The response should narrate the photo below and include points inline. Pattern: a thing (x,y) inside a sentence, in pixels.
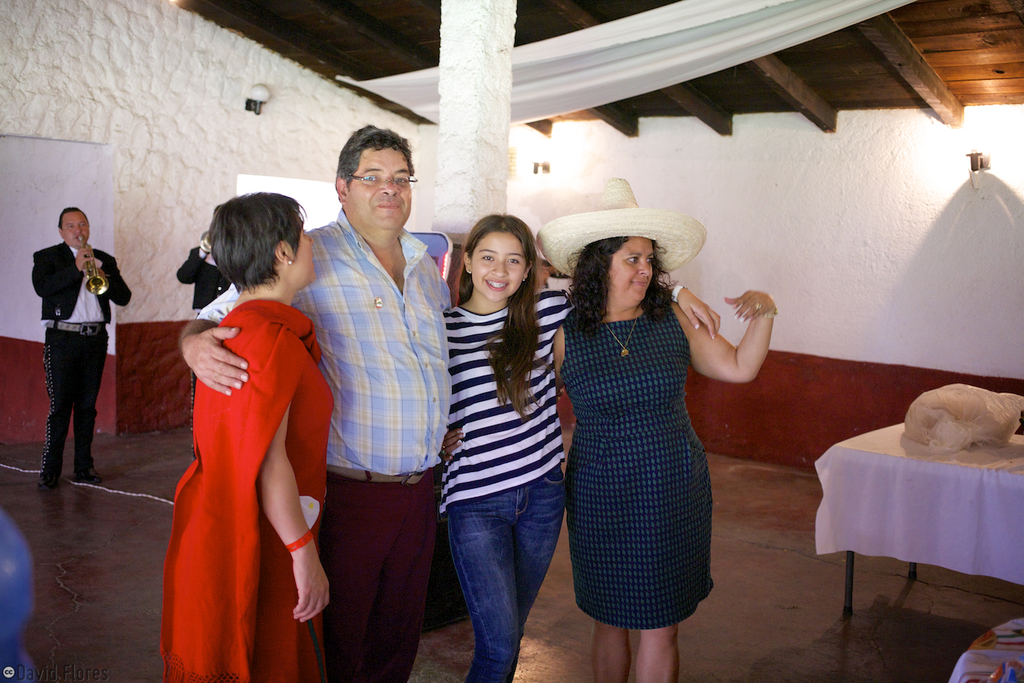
This picture is clicked inside the room (328,183). In the center (382,307) we can see a person (357,275) wearing shirt (413,401) and standing and we can see a person (479,321) wearing t-shirt (484,345), smiling and standing and we can see a woman (656,326) wearing blue color frock (651,412), hat (647,223) and standing and we can see another woman (273,340) wearing red color dress (292,415) and standing and we can see there are some objects (1011,666) and we can see an object (958,399) is placed on the top of the table (865,468). In the background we can see the wall mounted lamps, pillar (488,164), group of persons (101,261) playing trumpets (101,287) and standing on the floor (48,540). At the top (383,10) there is a roof (225,4) and a white color object (671,34) seems to be the curtain (614,53). In the bottom left corner (50,672) we can see the watermark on the image.
